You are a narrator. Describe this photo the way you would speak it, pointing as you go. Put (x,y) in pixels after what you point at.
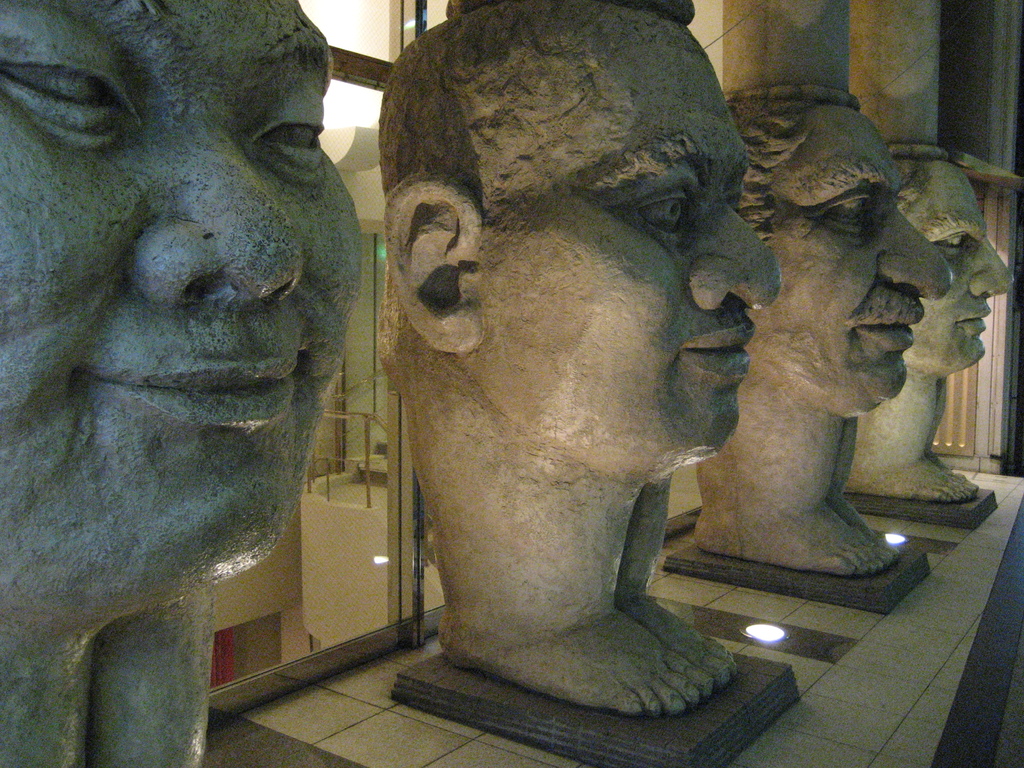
There are sculptures (399,315) on a platform (664,752) on the floor (815,729) and there are lights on the floor (997,742) and behind them there are glass doors (399,514). Through the glass doors (354,381) we can see wall (342,583) and metal objects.
